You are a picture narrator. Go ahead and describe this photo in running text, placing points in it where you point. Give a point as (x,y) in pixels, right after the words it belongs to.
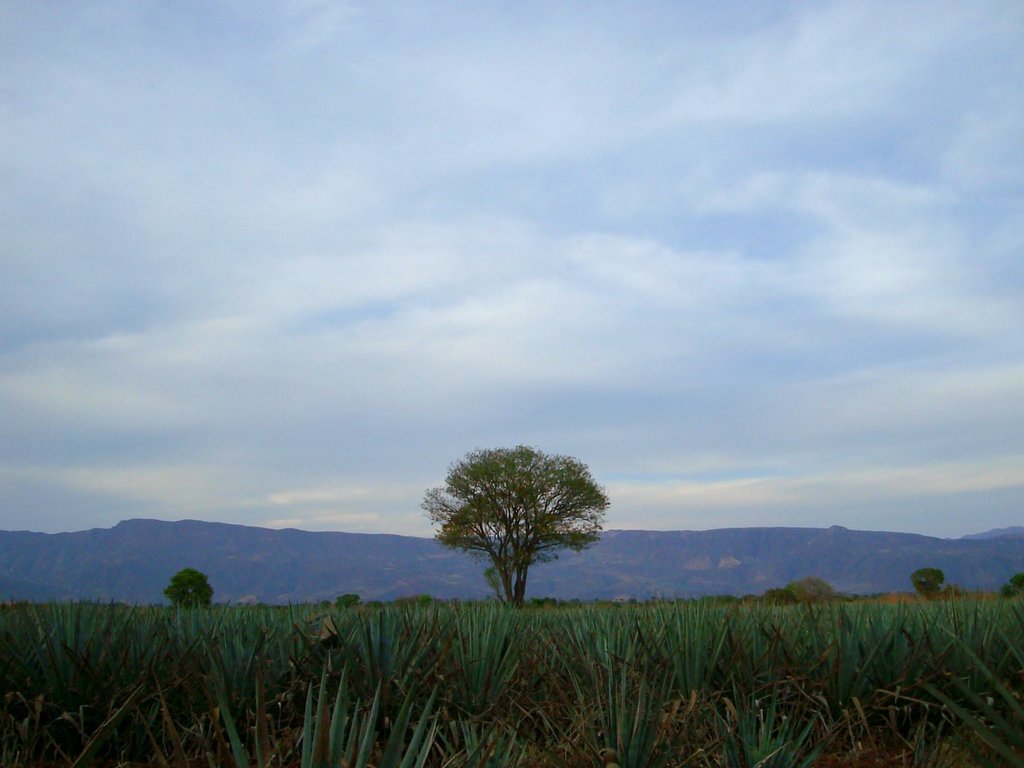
In this image we can see plants (430,663) on the ground (442,707). In the background (496,568) there are trees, mountains (229,536) and clouds (533,270) in the sky (692,260).
